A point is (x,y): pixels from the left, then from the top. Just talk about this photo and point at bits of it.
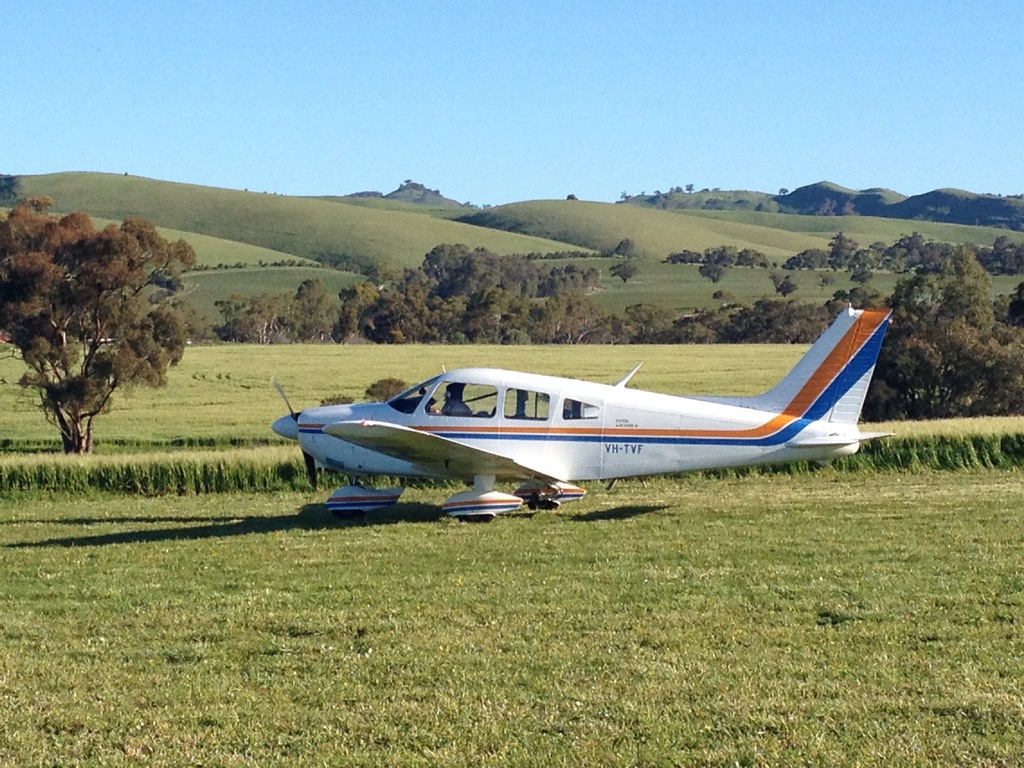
In this picture we can see an airplane (313,482) on the grass (477,606), trees (557,338), mountains (919,206) and in the background (365,98) we can see the sky (596,71).
